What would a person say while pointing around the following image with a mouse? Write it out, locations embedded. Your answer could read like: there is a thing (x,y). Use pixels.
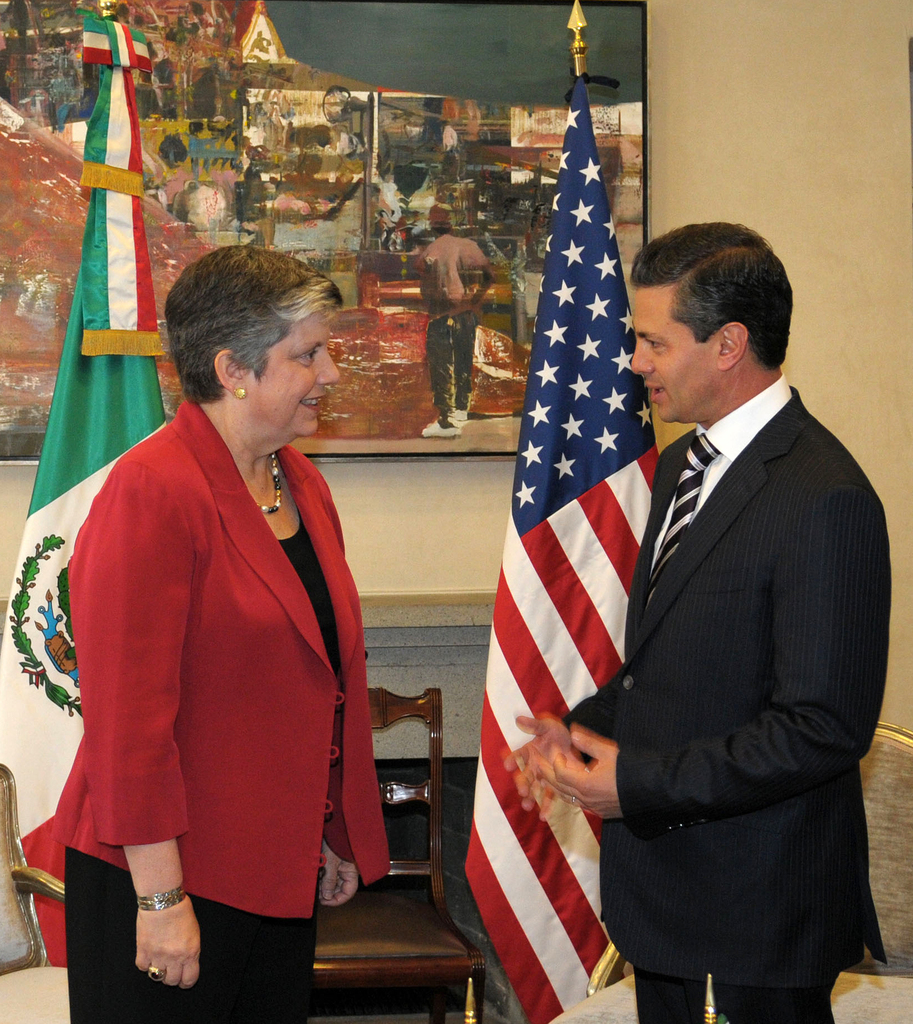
In the center of the image (337,636) there are two person (709,348) standing. In the background of the image (689,138) there is wall (761,41). There is a photo frame (420,52). There are flags (527,736). There is a chair (384,714).
